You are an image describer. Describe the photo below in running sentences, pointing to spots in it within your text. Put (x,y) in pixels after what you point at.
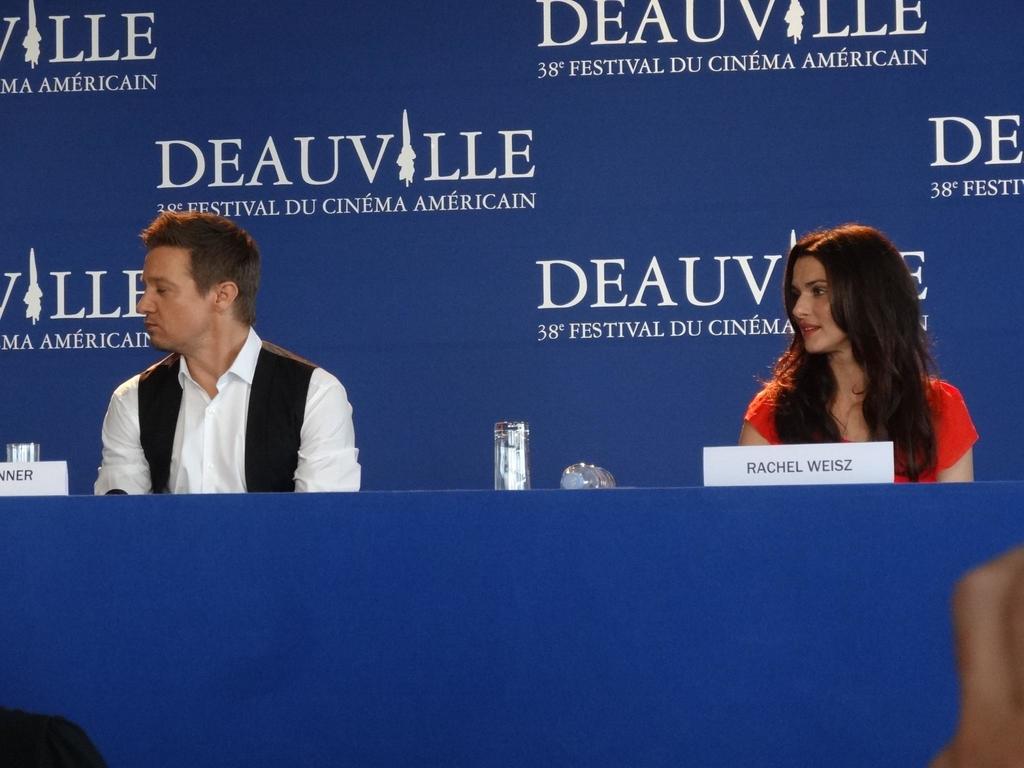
Here we can see a man (252,259) and a woman (840,401). This is a table (586,580). On the table (497,531) there are glasses (511,466). In the background (467,348) we can see a banner (536,235).
